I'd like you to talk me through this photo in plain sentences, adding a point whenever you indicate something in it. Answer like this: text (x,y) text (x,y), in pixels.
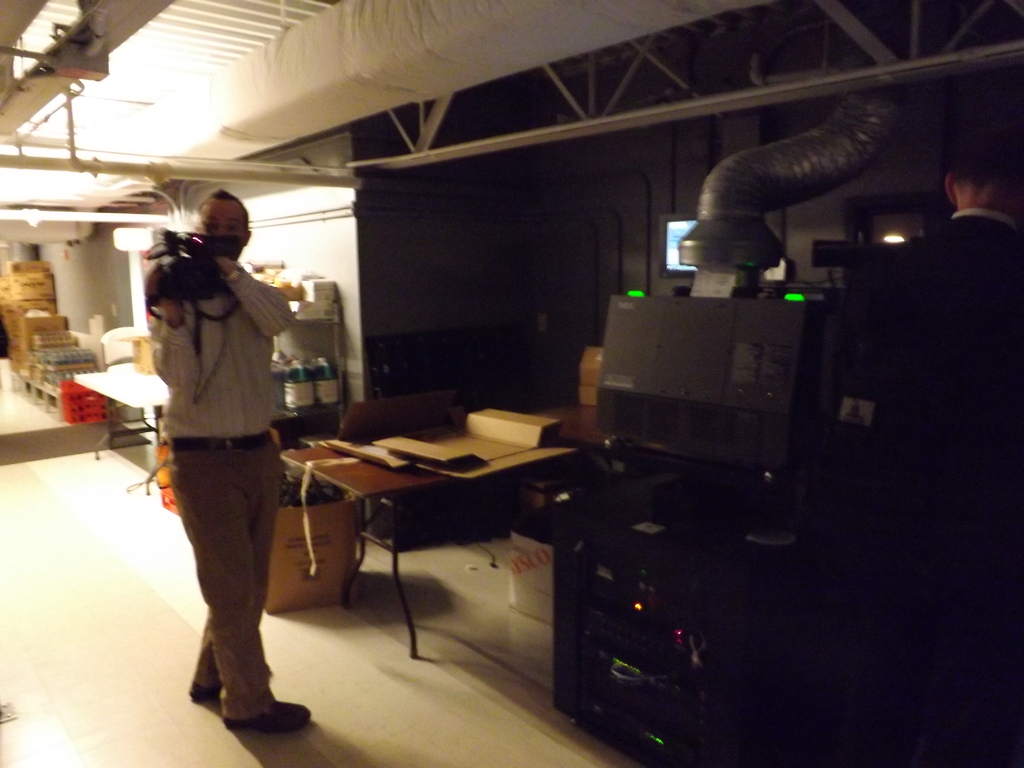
In this image I can see a person (192,318) is standing and holding a camera (200,235), here I can see one more person (961,387).
